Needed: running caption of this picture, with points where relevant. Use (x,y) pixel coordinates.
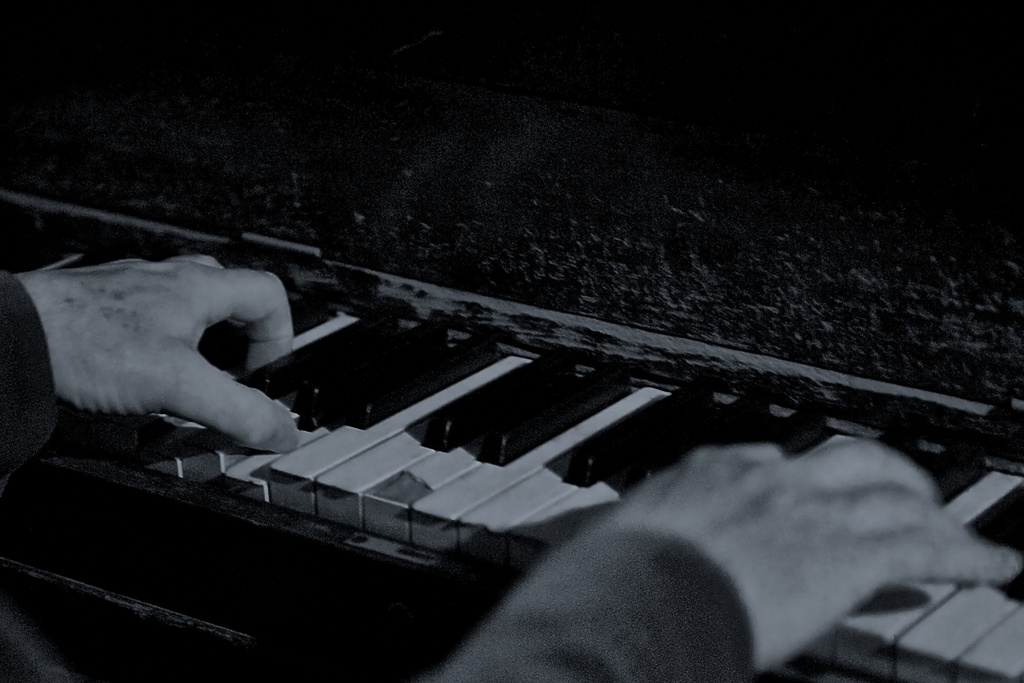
In this image, on the left (259,297) there is a person (151,379) playing a keyboard (634,417).
